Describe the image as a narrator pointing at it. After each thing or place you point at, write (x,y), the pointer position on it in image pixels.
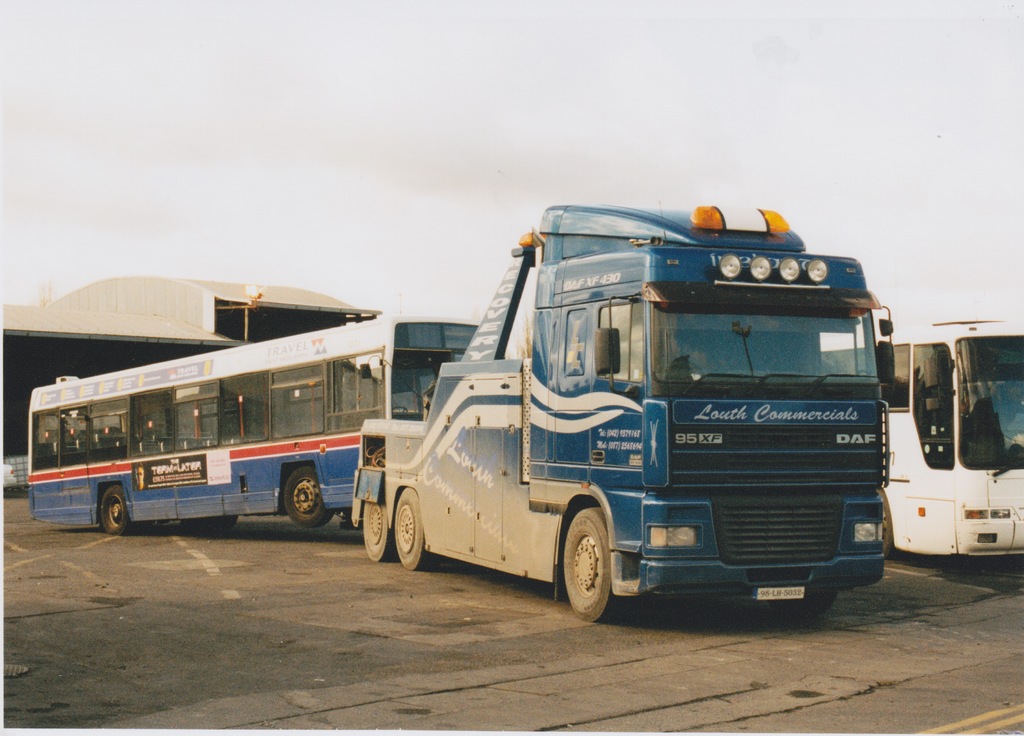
In this picture we can see a blue truck (646,453) towing the bus (175,439). Behind there is a shed workshop (275,301). On the top (390,185) we can see the sky (397,180).
